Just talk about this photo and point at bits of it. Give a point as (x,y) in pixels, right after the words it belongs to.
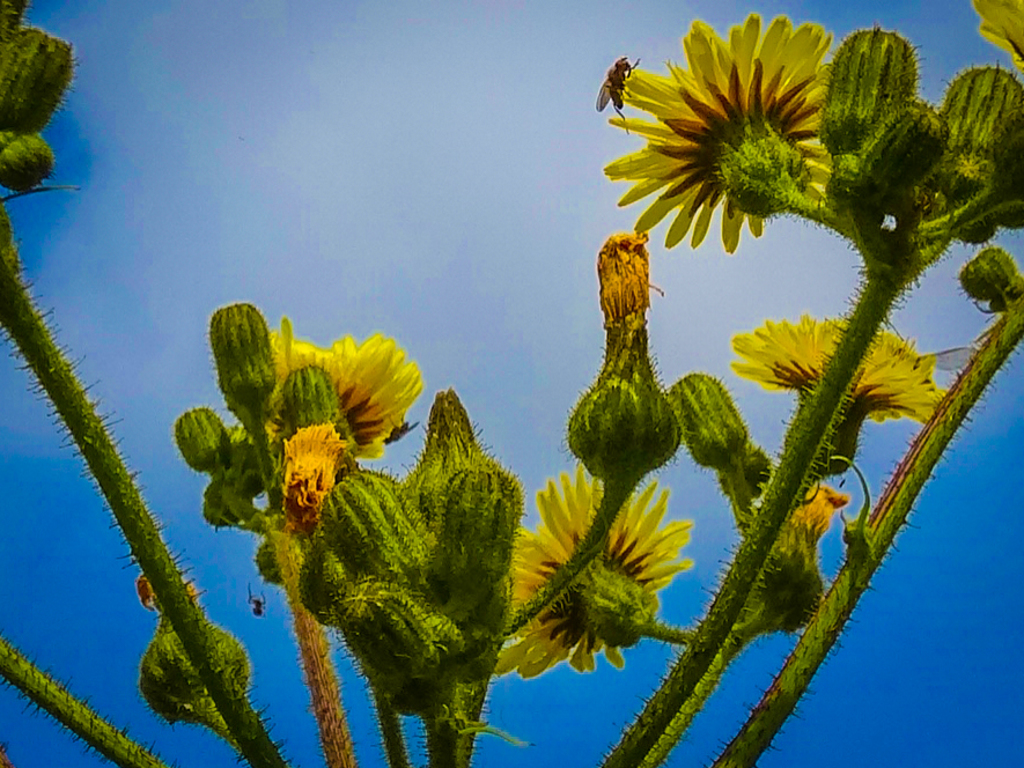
In the image there are green stems (852,366) with yellow flowers (768,354) and buds (603,470). And also there is a fly (620,88) on the flower (664,110). Behind the flowers (627,95) there is a blue background (347,50).
